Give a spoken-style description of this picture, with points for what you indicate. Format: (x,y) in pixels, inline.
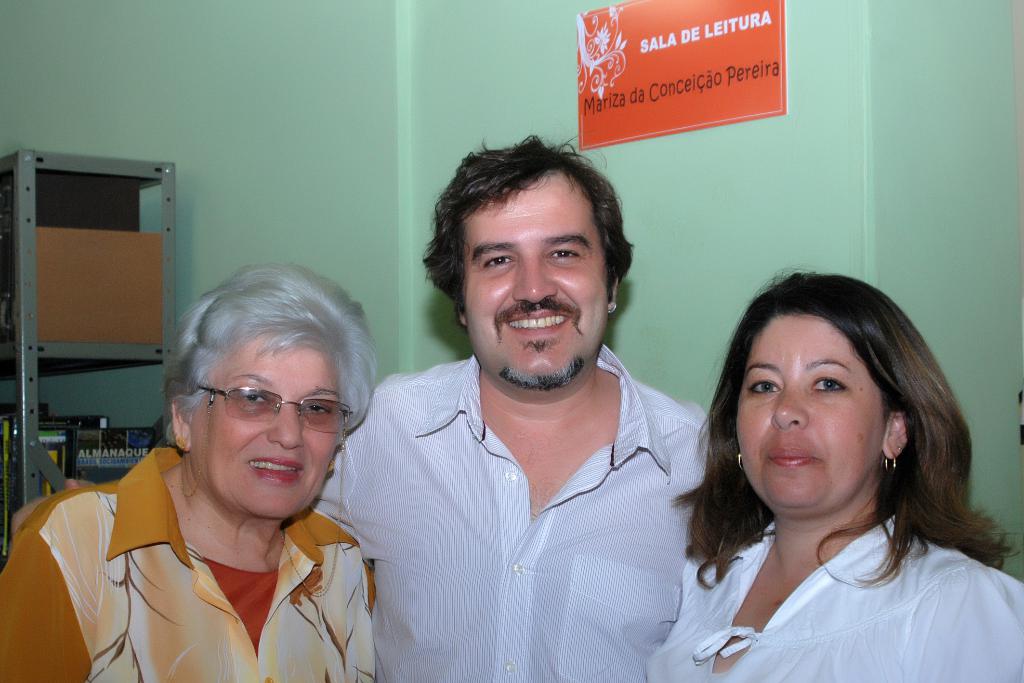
This image is clicked inside a room (550,94). There are three persons (497,492) in this image. Two are women (178,606), one is a man (539,471). There is a paper (639,98) pasted at the top (616,97). There is a rack (16,235) on the left side (23,454).
